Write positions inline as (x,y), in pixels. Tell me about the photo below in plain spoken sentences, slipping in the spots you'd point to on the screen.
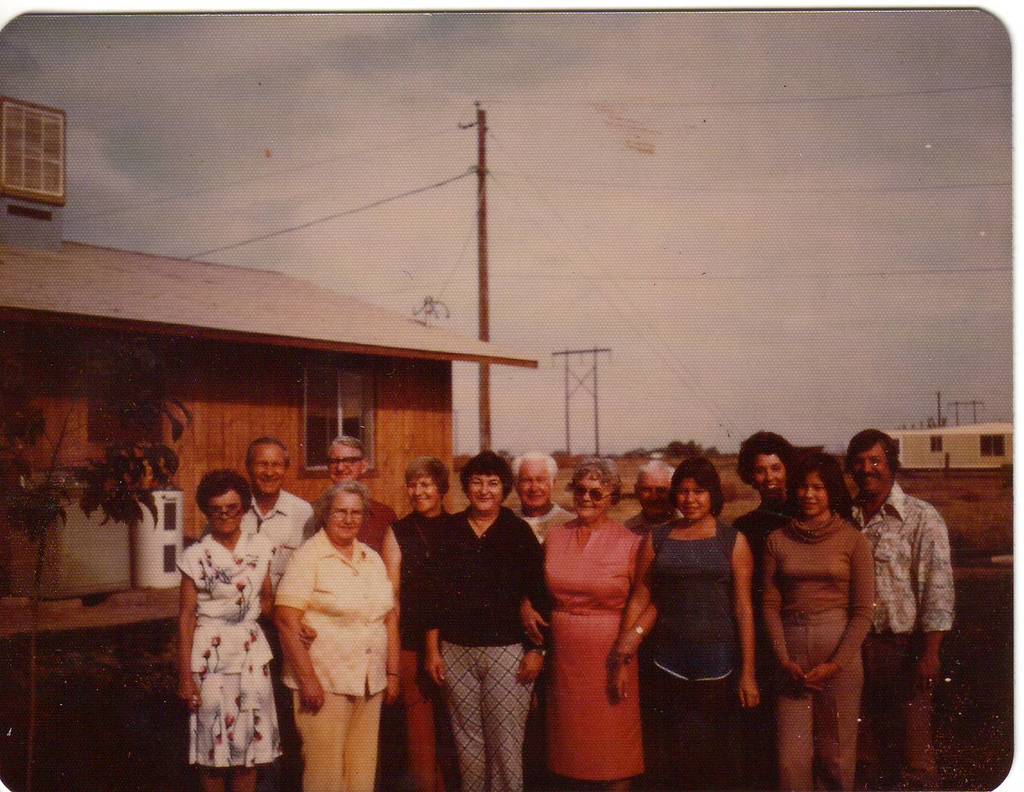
In this image I can see a group of people (825,607) are standing together and smiling. On the left side (210,341) there is a wooden house (288,429), in the middle (486,378) there is a pole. At the top (265,131) it is the sky (264,131).
